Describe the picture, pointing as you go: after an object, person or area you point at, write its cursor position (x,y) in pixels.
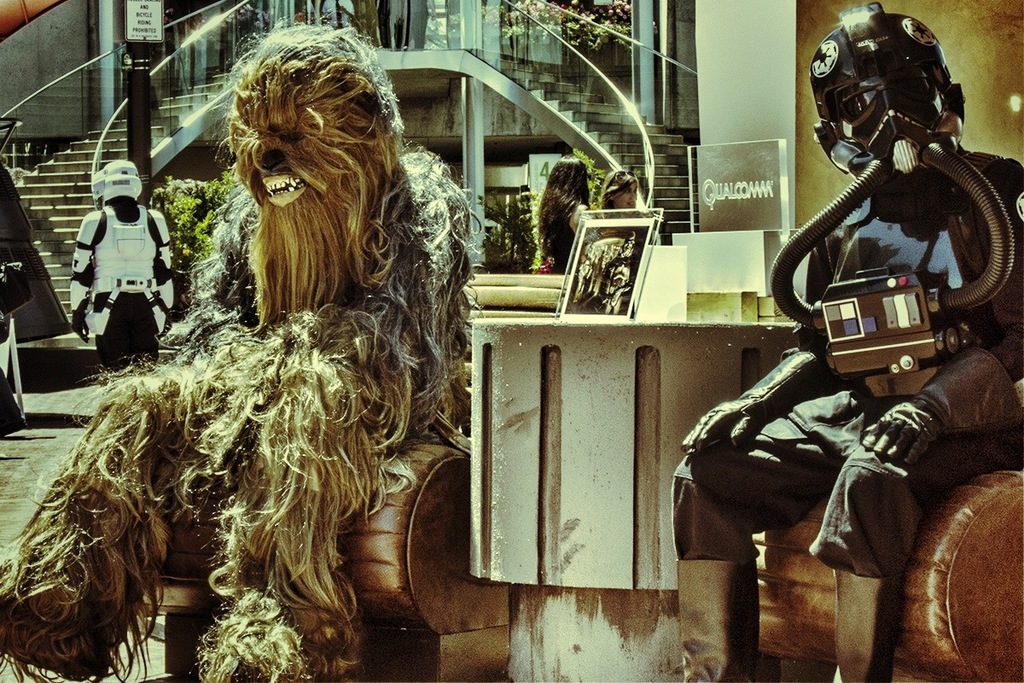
In this picture I can see a person (400,346) in an animal costume (282,410), there are two persons (1002,435) in costumes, there are boards (716,188), plants (600,192), stairs (645,180) and there are two persons (615,196).
